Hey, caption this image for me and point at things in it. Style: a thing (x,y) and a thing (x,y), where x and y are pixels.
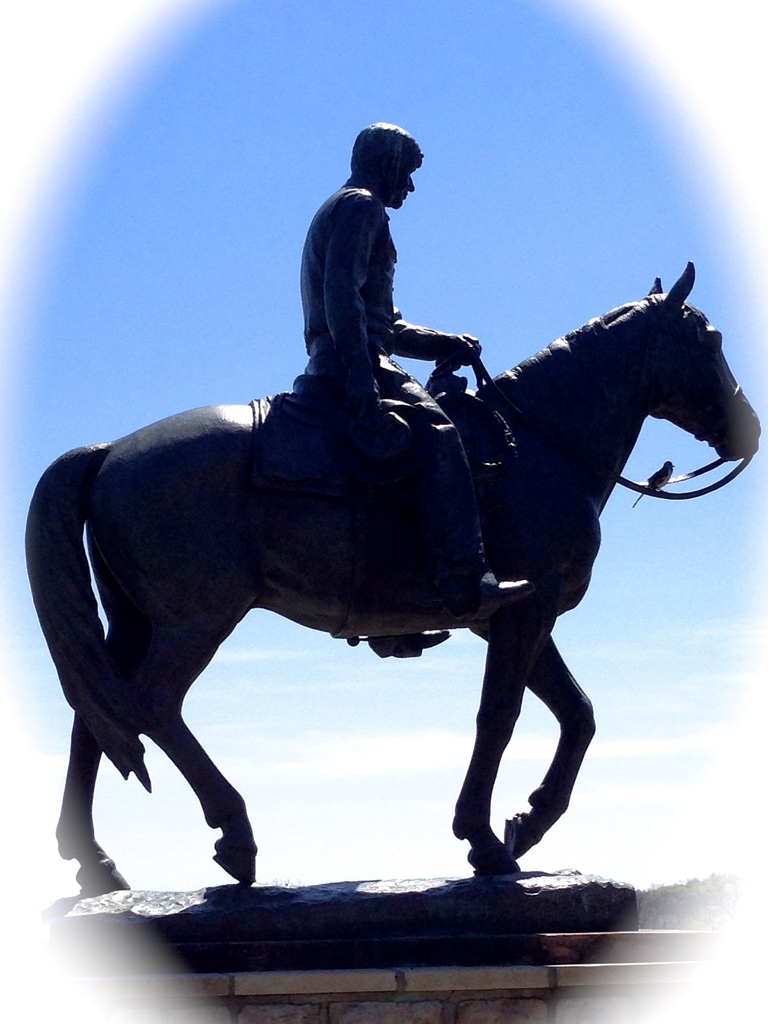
In the image there is a statue (557,577) of a horse (512,430) and a man (333,285) is sitting on it. Behind the statue (468,472) there is a sky (256,646) in the background (728,558).
